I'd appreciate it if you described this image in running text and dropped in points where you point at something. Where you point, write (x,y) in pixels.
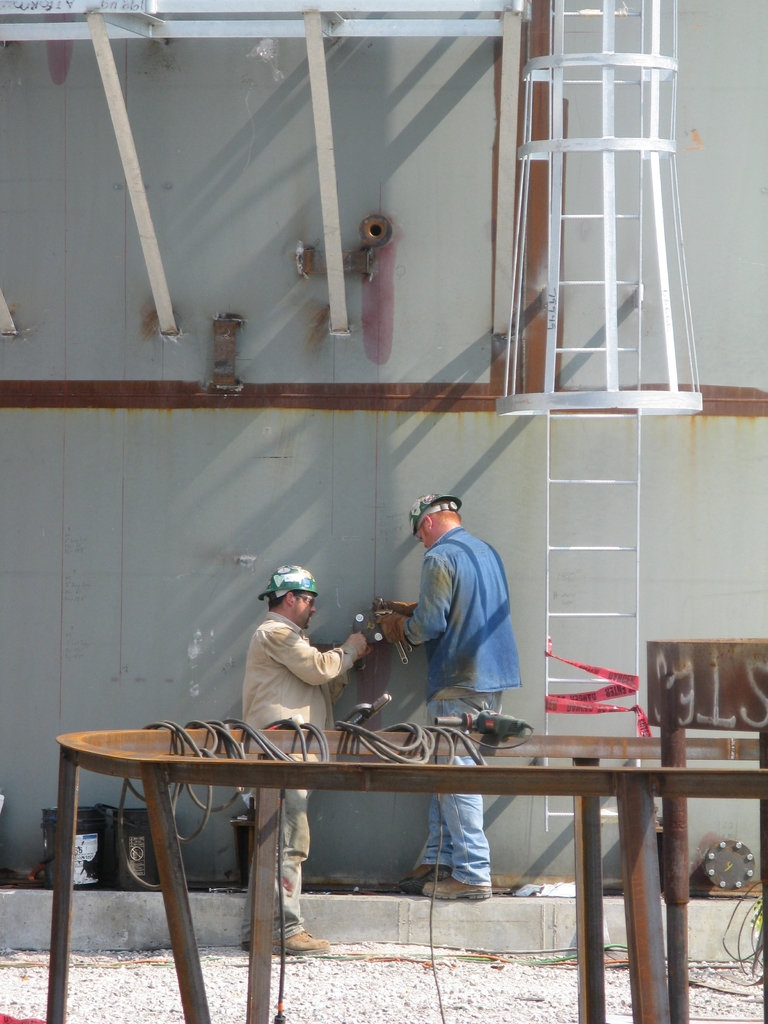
in this image i can see two persons (465,577) standing. at the right side (548,466) there is a ladder (578,140).
